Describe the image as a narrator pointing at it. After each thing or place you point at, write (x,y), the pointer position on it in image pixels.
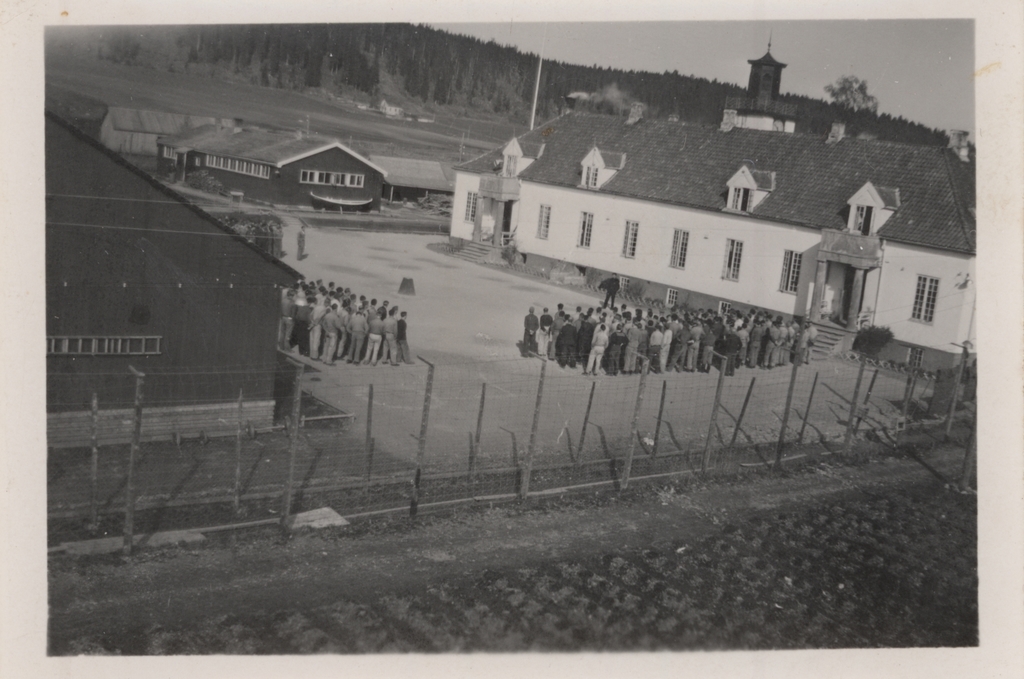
This is a black and white image, in this image there are houses (632,169) and there are groups of persons (361,322) and there is a fencing (563,443), in the background (341,49) there are trees (341,49).
